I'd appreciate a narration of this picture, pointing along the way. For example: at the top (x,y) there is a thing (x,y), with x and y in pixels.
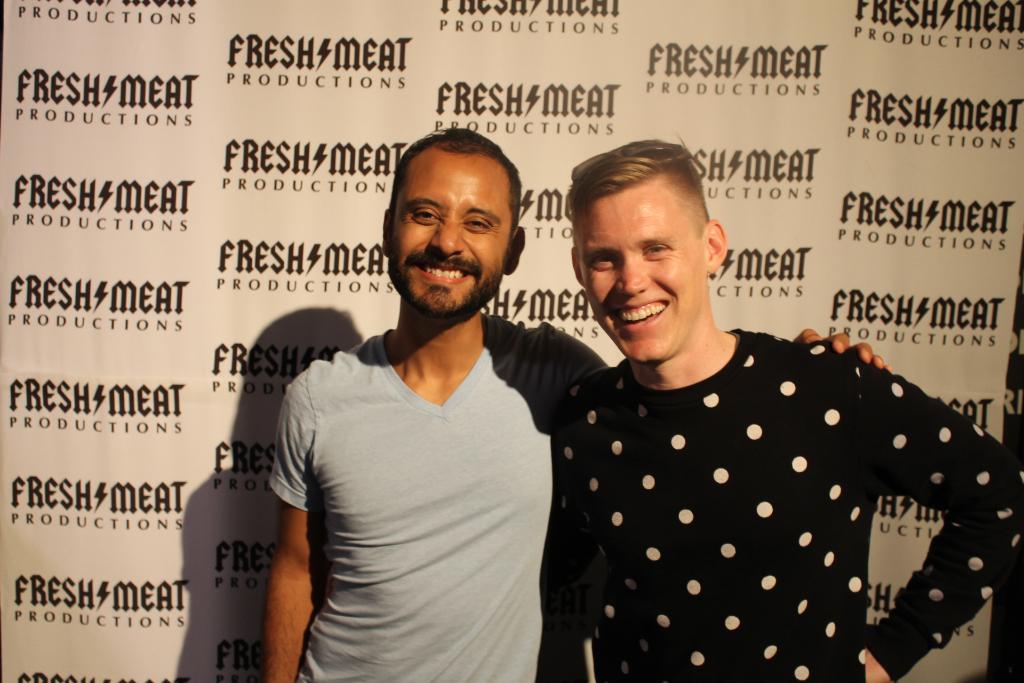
In this image we can see two men (471,159) standing and there is an advertisement (225,240) in the background (242,149).
